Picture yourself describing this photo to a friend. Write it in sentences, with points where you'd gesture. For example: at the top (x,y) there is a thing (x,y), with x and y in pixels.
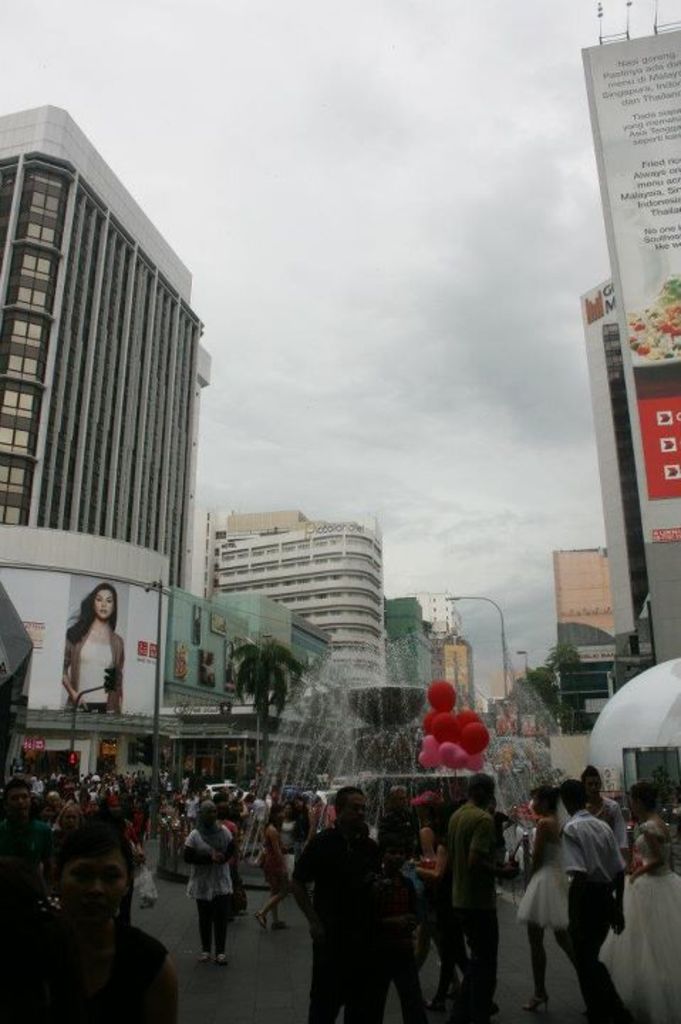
In this image we can see there are people (317,879) walking on the road (181,889). And there are trees (263,694), buildings (510,676), balloons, fountain (401,674), banner (642,414), traffic light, pole (503,626) and the sky (451,110).
